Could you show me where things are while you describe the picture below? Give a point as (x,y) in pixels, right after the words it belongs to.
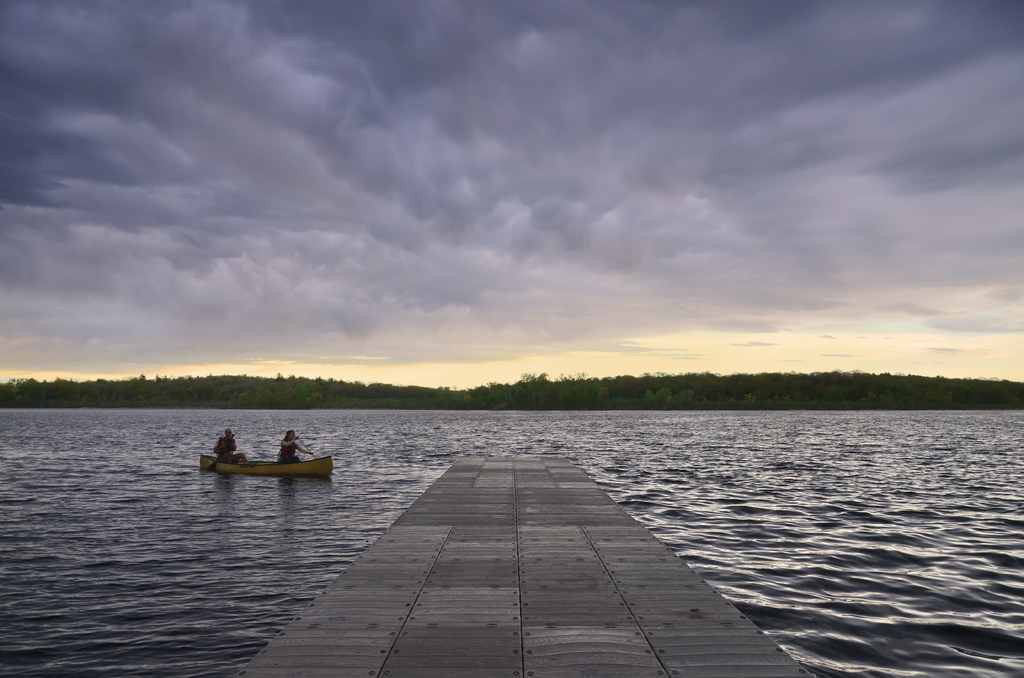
In the image we can see there are two people (294,455) wearing clothes (229,446) and they are sitting on the boat (245,464) and the boat (317,466) is in the water (296,500). There are trees (369,401) and a cloudy sky (382,224). This is a surface (495,543) to walk.
